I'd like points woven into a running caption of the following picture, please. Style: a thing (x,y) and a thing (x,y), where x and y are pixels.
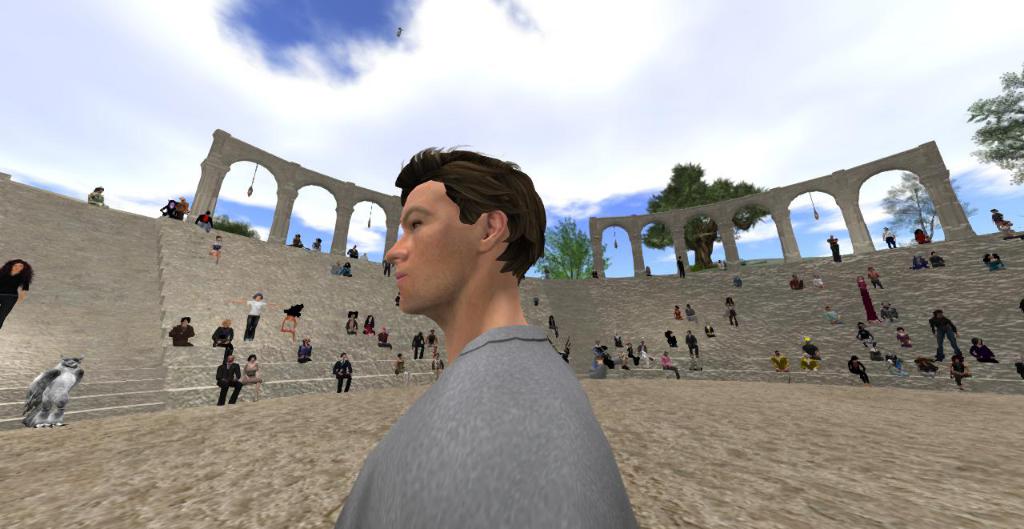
This picture is animated. Here we can see a man (454,429) who is standing on the ground (294,426). On the background (334,271) we can see a group of persons (389,266) who are near to the stairs (689,298). On the left (49,381) there is an owl (50,394) which is near to this girl (14,276). On the top (827,84) we can see sky (549,17) and clouds (554,12). Here we can see trees (591,251).
